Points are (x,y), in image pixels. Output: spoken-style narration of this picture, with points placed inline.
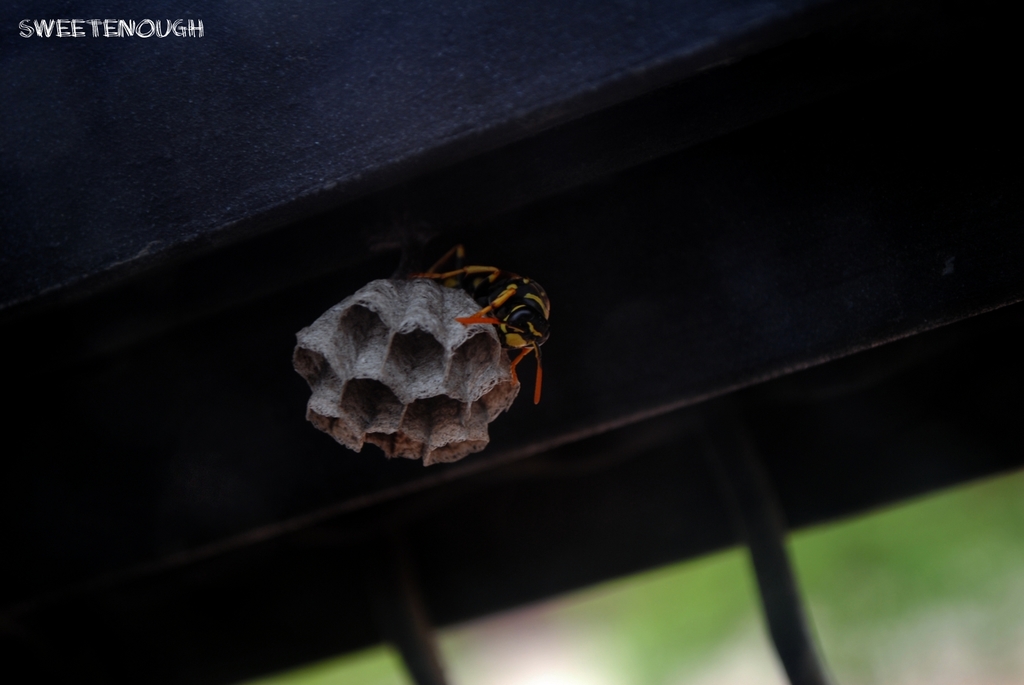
In this picture we can see a wasp (534,389), on top of the image (129,28) we can see a watermark (80,31).
